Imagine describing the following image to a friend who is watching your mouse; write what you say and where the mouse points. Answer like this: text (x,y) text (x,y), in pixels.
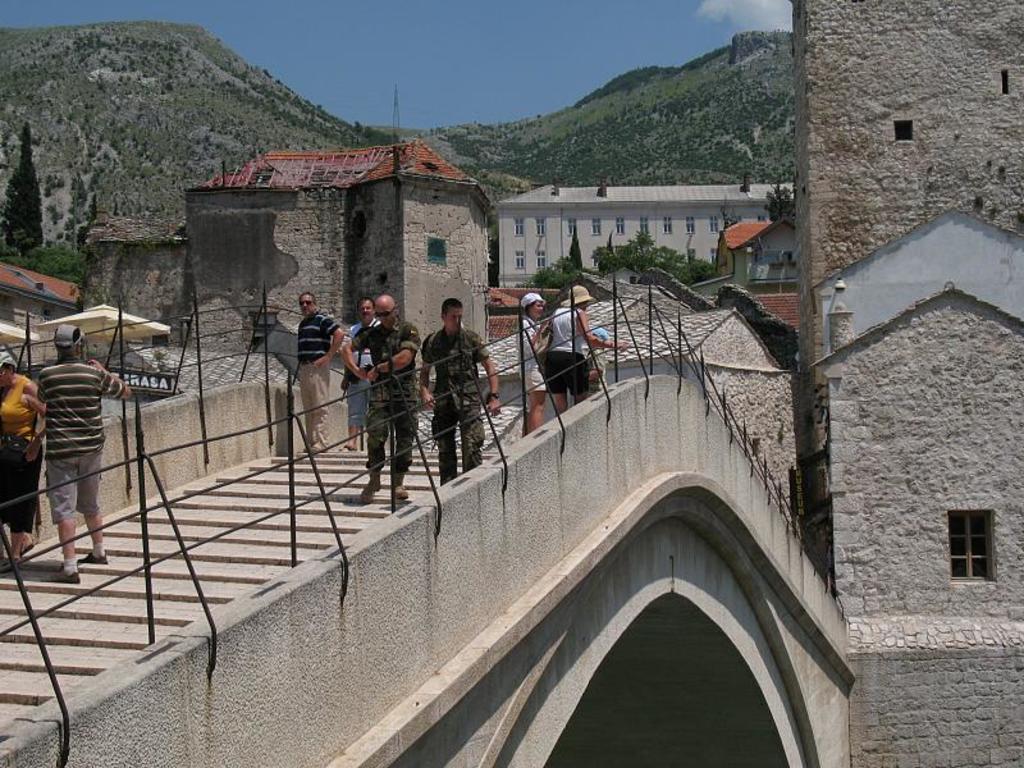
In this image we can see few persons (60,487) are standing on the bridge (201,454) and railings (193,443). In the background (106,250) we can see buildings (249,206), windows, trees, mountains (183,120) and clouds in the sky (641,14).
